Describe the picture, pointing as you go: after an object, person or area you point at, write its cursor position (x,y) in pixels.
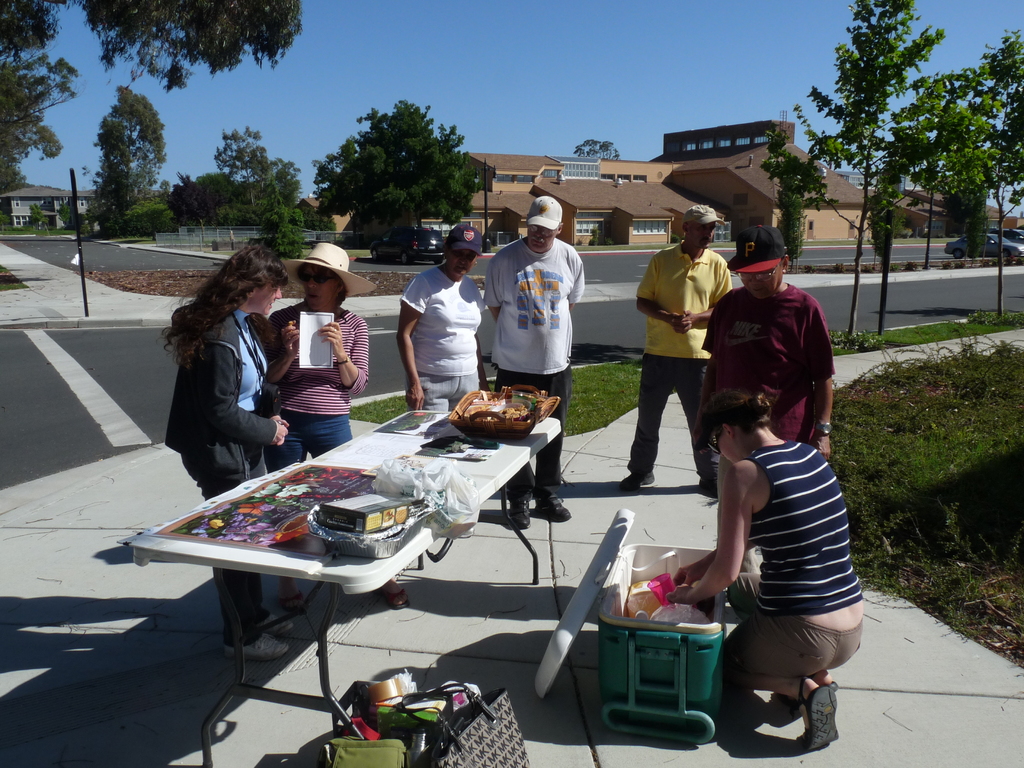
There are few people (408,327) standing. Here is a woman (805,621) sitting in squat position. This is the table (365,573) with a basket (476,429), paper (475,450), tray (353,545) and some objects (392,482) on it. This is a basket (632,626) with some things (651,610) inside. I can see a handbag (476,753) and some other bags (371,751) placed here. This is the building (680,192) with windows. These are the trees (188,16). I can see a car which is parked. This is the road (919,251). At background (50,225) I can see another building (57,225). Here is another car (401,244) moving on the road (377,267).
